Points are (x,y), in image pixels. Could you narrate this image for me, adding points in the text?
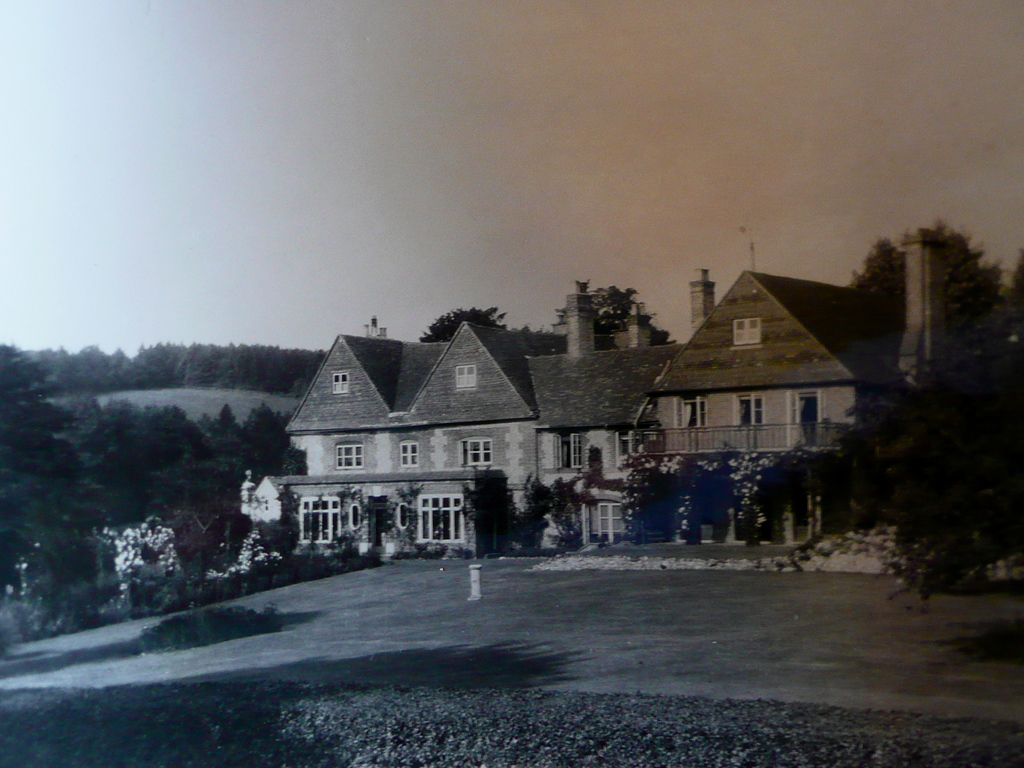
This is an very old picture, in the picture, at the bottom (417,657) there is a road (700,678), beside the road (28,670) there is a building (410,511), trees (63,510) visible. At the top (388,196) there is the sky (478,199).
